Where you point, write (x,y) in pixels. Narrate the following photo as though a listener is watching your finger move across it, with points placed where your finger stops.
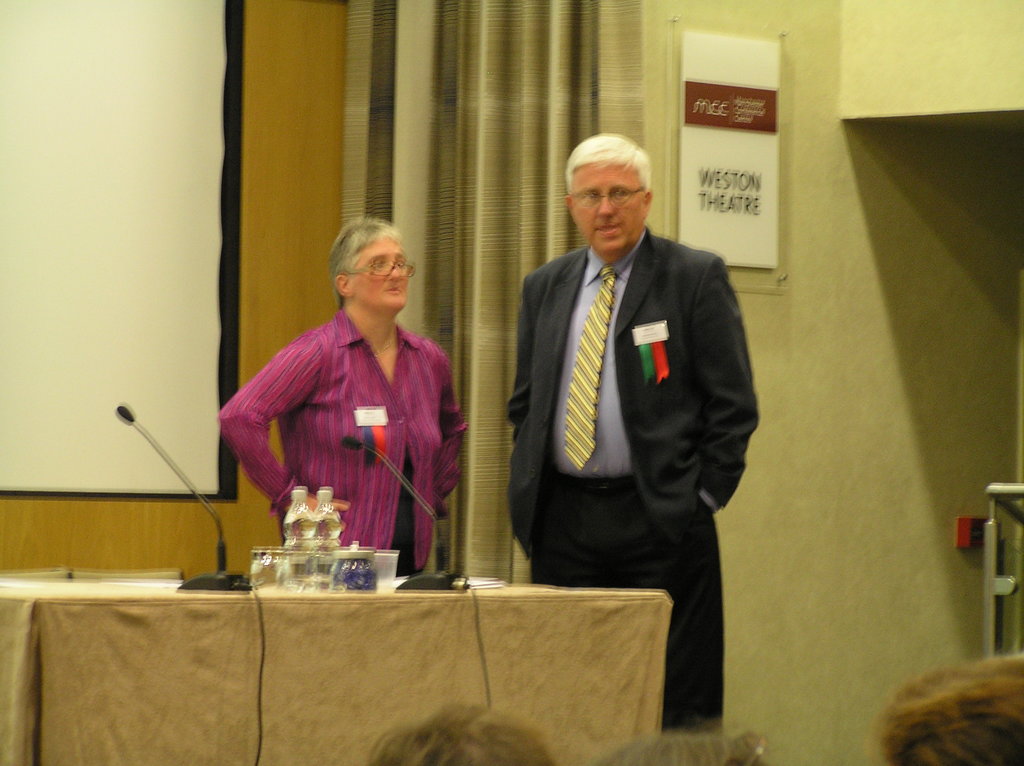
In this picture there are two person (438,479) standing in front of the table (470,660) on which there are some bottles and mics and beside them there is a note (691,238) and behind them there is a screen (205,135).
